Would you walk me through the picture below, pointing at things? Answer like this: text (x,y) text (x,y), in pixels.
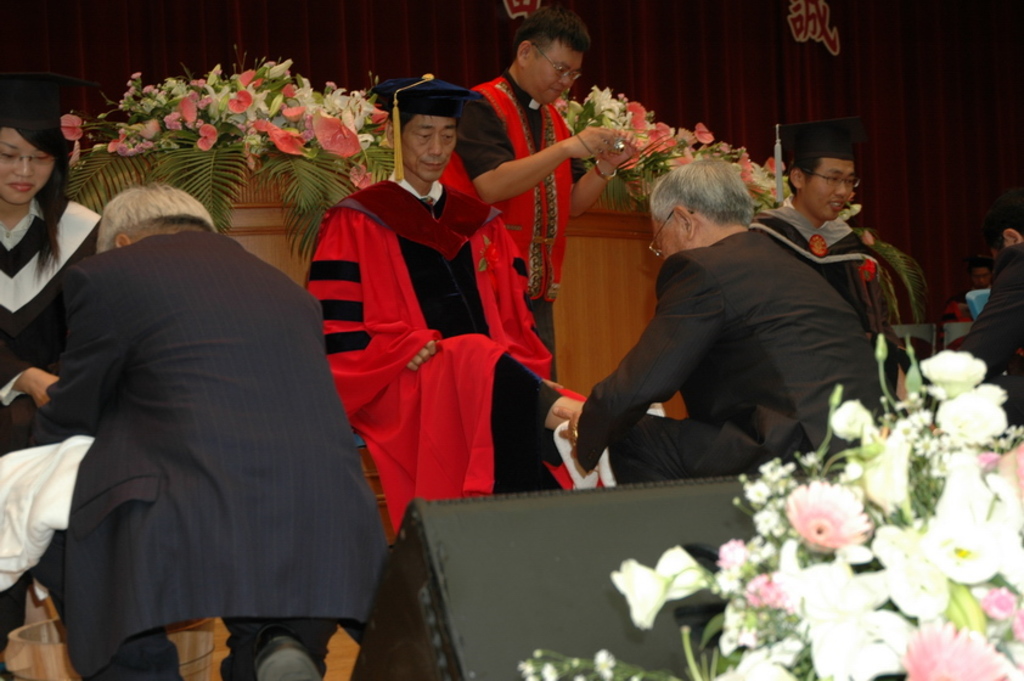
In this picture we can see three persons (501,271) sitting here, they wore caps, we can see a person (519,214) standing here, there are some flower bouquets (354,132) here, in the background (756,128) we can see curtain (937,76).
